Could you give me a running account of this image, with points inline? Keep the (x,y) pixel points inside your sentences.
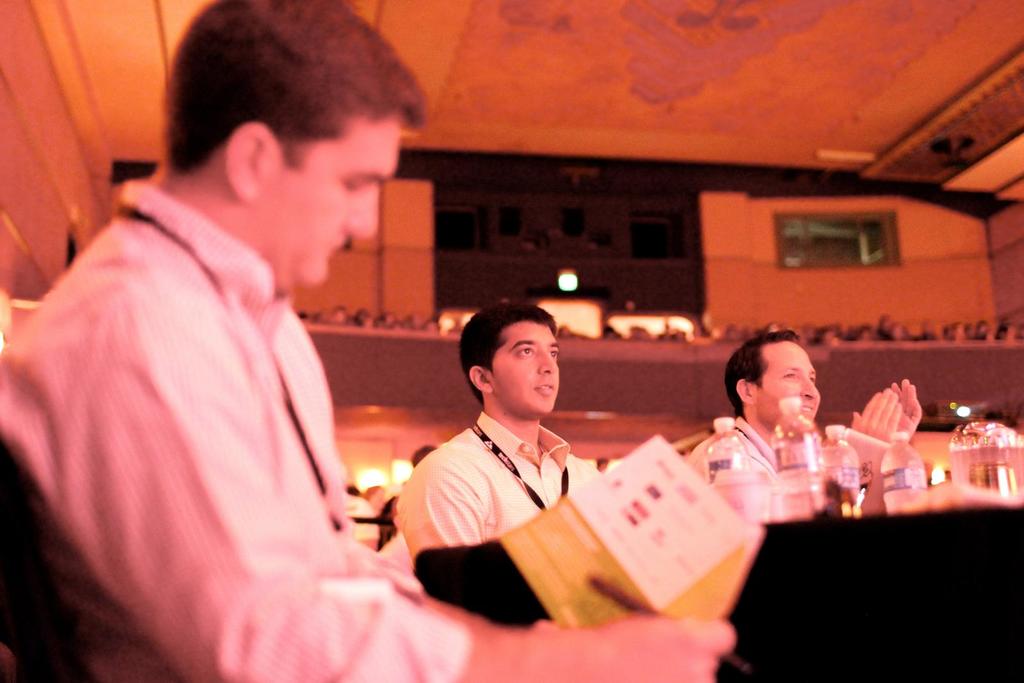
In this image we can see three men (549,399) sitting behind the table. In addition to this we can see walls (910,206), disposal bottles (824,463), books (687,503) and a window (779,229).
